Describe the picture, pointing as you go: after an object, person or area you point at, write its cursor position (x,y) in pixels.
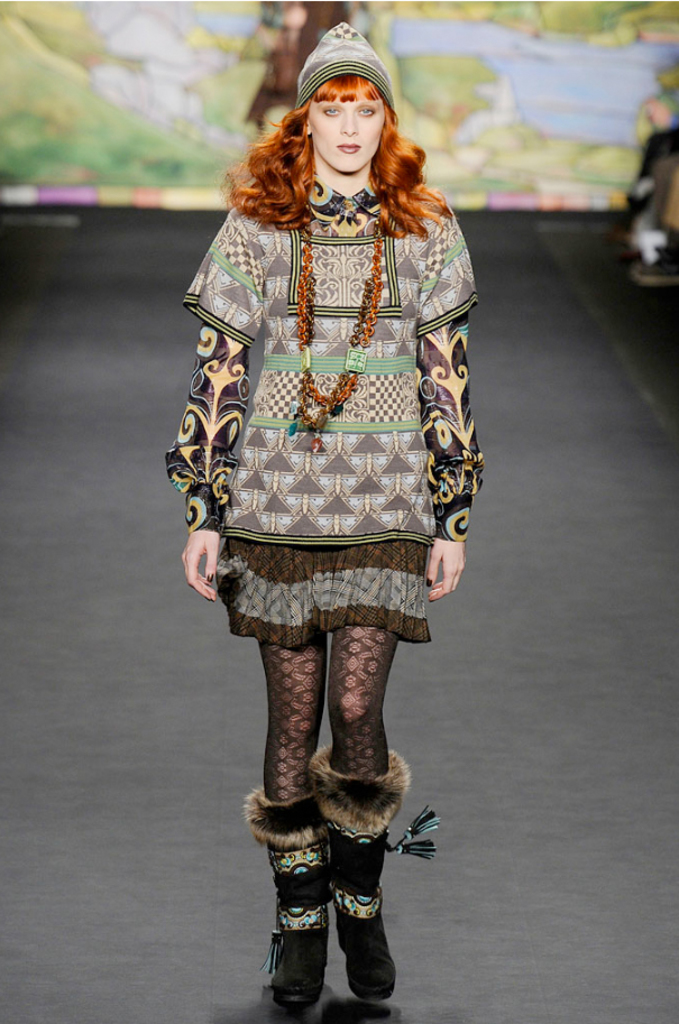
In this picture we can see a woman (341,466), she is walking, behind her we can see blurry background (518,95).
